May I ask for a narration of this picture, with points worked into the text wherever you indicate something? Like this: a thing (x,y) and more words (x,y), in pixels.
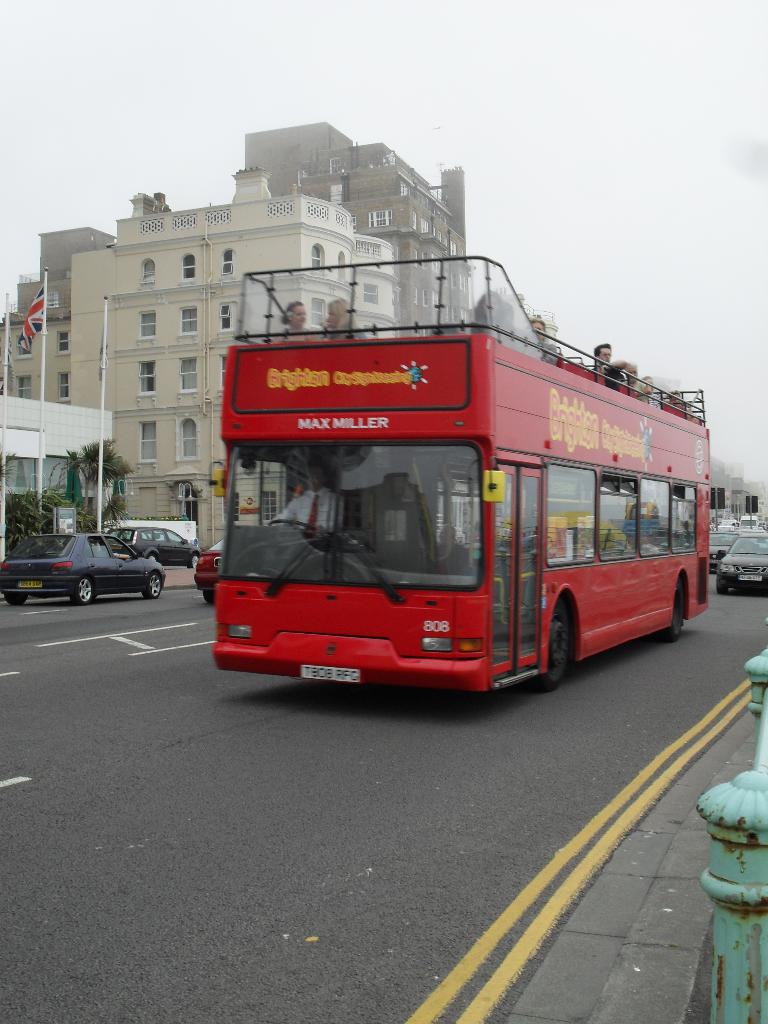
In this image there are vehicle (441,568) are moving on a road (369,834), in the background (130,430) there are buildings (128,392), trees (91,465), flagpoles (101,465) and the sky (654,250), on the bottom right (718,976) there is a railing (763,787).
